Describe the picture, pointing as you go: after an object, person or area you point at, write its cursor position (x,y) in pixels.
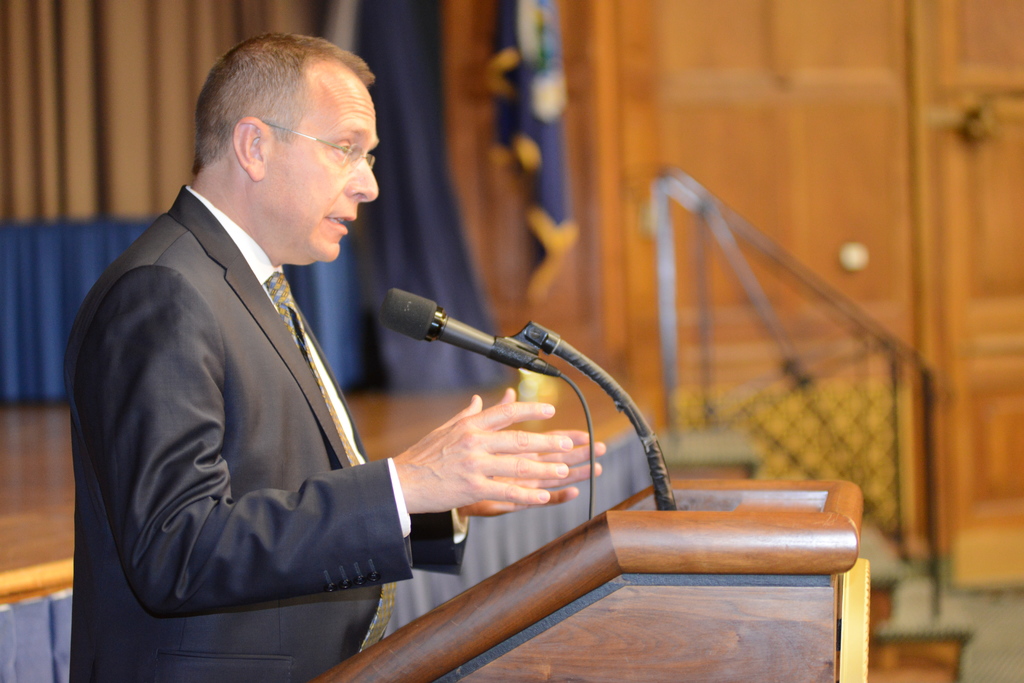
In the picture I can see a person (221,488) wearing black color suit (256,396), tie (321,397) and shirt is standing at the podium (512,591) where mic (601,387) is placed. The background of the image (14,267) is slightly blurred, where I can see the stage (55,484), steps (914,561), wooden wall (945,89), a flag (547,196) and curtains (382,270).
